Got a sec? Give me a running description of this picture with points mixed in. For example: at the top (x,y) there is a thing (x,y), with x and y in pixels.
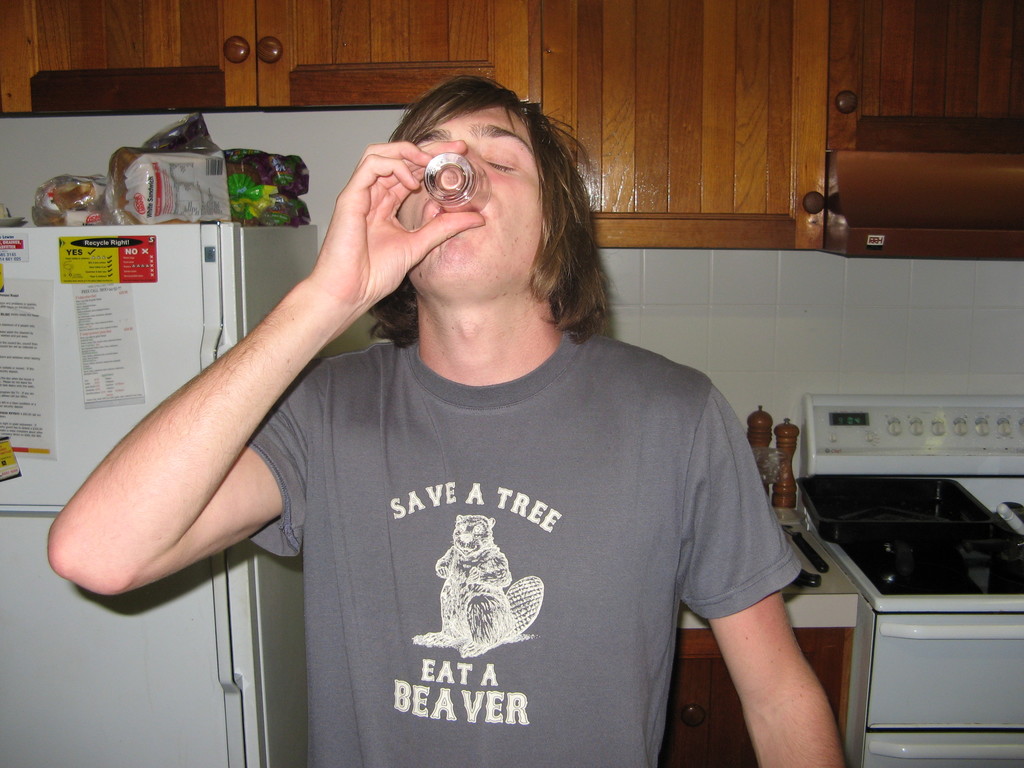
This image consists of a person (345,534) wearing a gray T-shirt (512,578) is drinking. On the left (52,635), we can see a fridge (145,684) in white color. At the top (587,103), there are cupboards (30,84). On the right (866,577), there is a machine (866,577). In the background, there is a wall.
